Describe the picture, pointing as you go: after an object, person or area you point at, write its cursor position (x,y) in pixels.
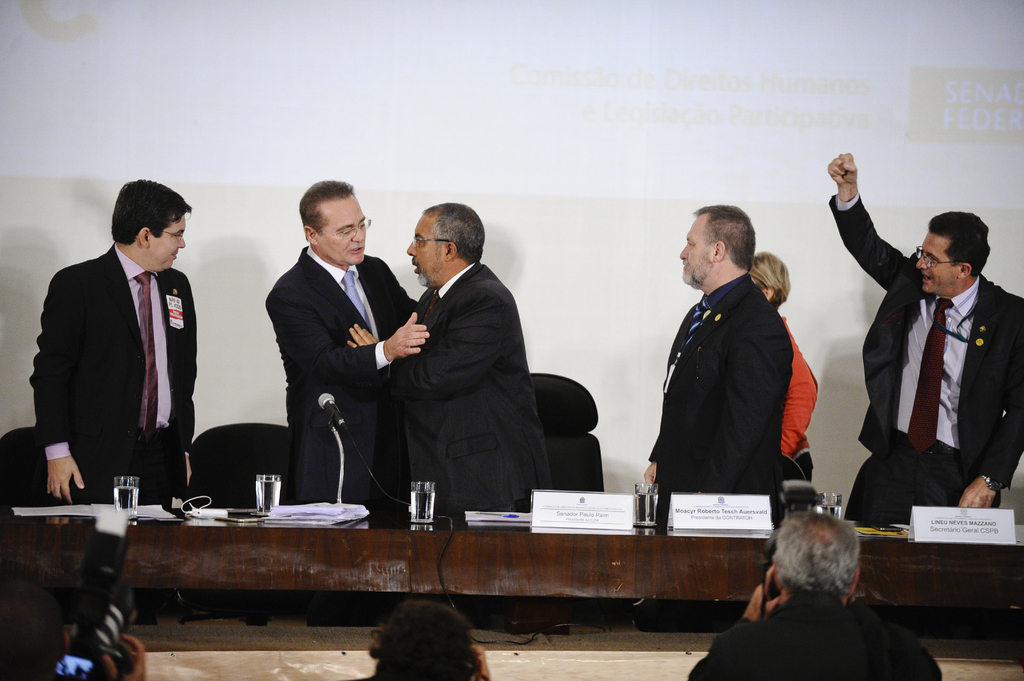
In this picture I can see two persons (799,654) holding the cameras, in the middle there are water glasses (429,500) and boards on a table (423,562), I can see few men (711,222) standing. In the background (397,119) it looks like a projector screen (373,100).
